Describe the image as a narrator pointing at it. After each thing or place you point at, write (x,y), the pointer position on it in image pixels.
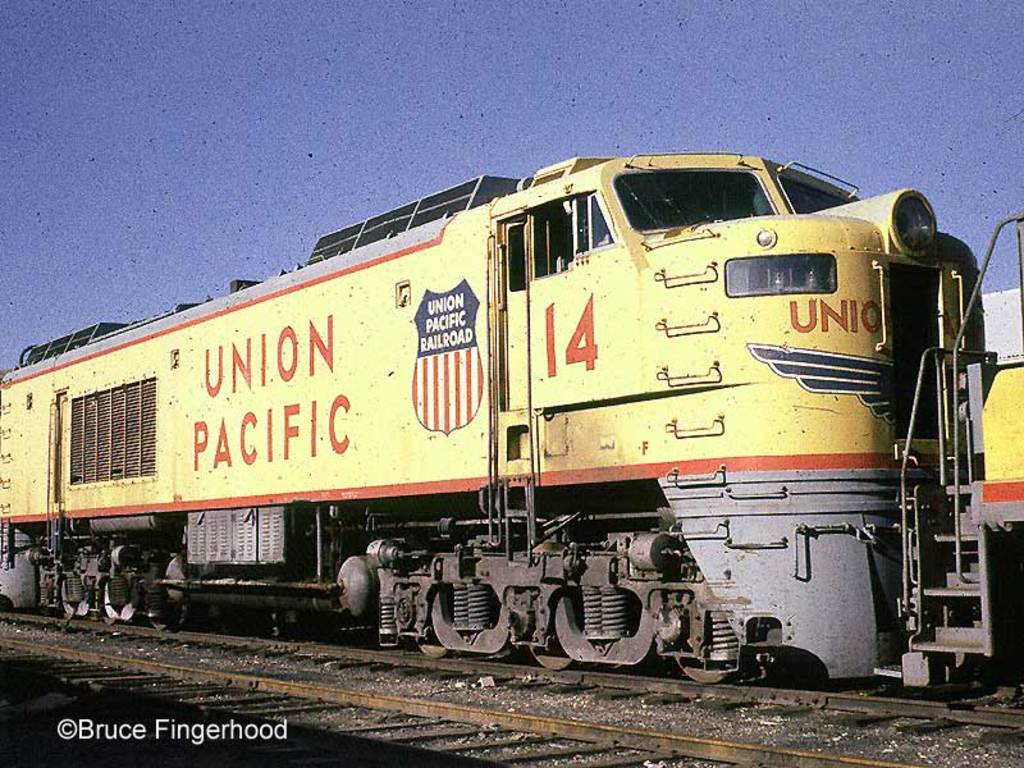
In this image there is a train (589,519) on the railway track (1013,694). In the background of the image (465,101) there is sky (439,103). There is some text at the bottom of the image (155,733).
